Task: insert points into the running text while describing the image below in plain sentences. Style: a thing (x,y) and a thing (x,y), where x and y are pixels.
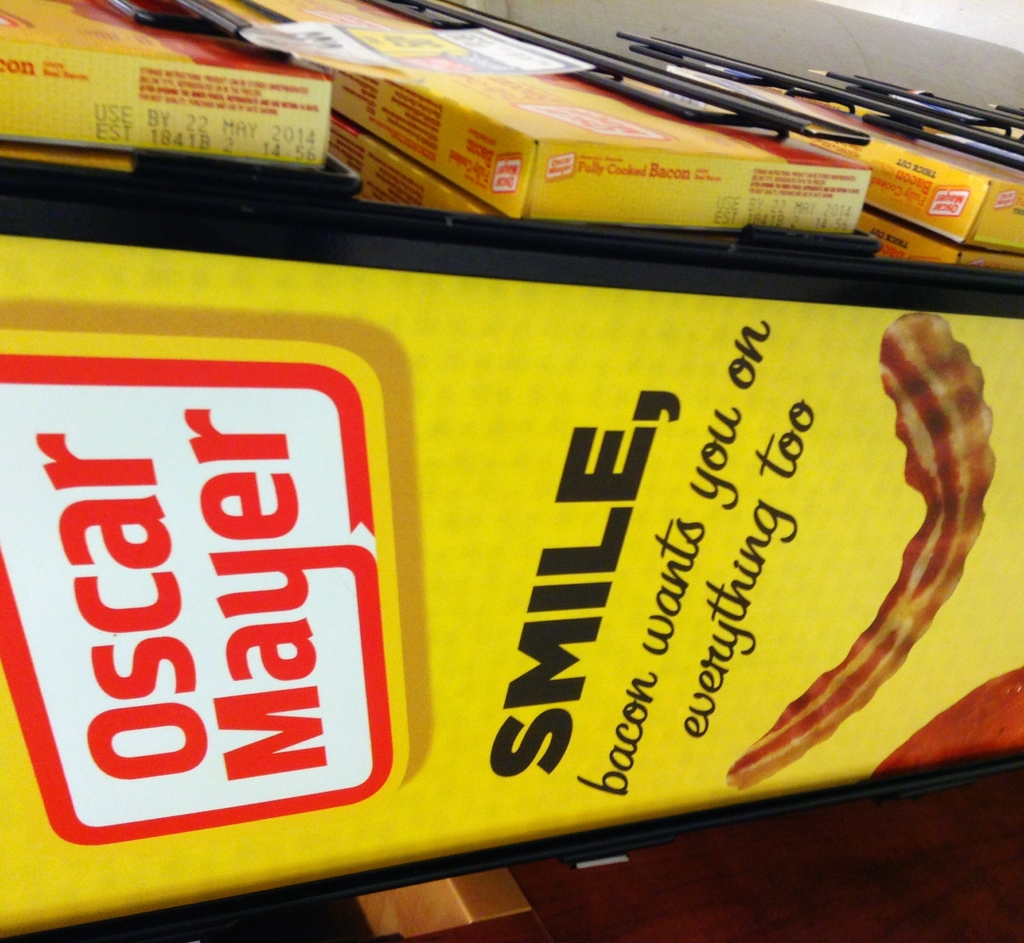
As we can see in the image there is a banner (8,356) and boxes (204,133). On banner (554,640) there is something written.
